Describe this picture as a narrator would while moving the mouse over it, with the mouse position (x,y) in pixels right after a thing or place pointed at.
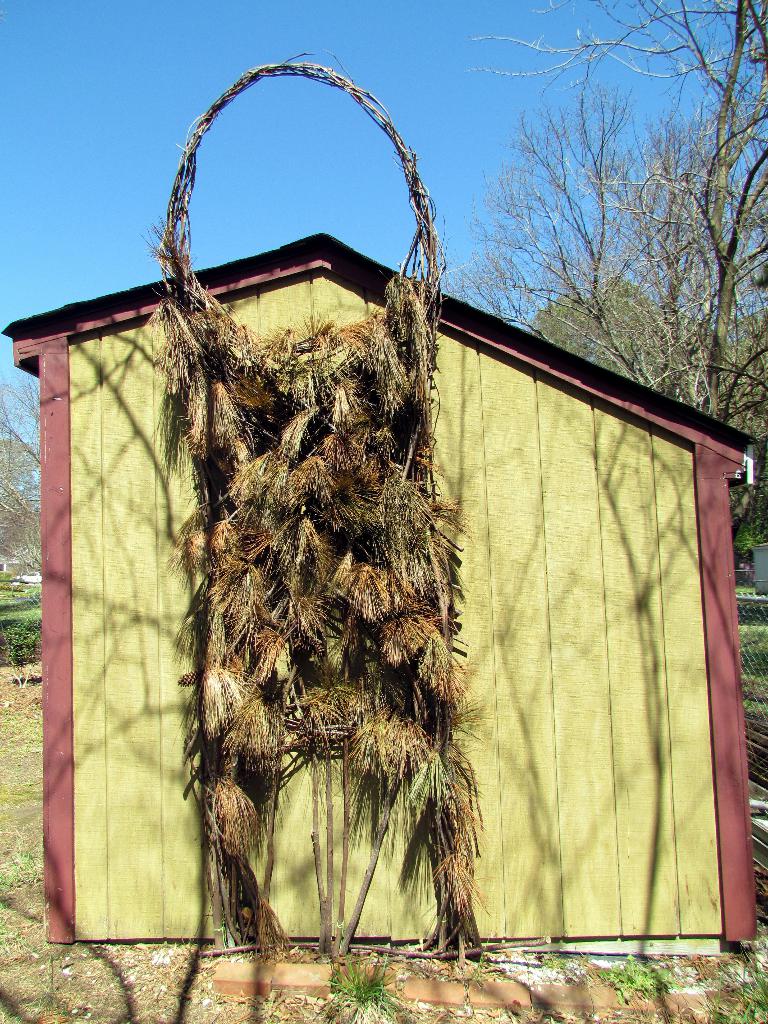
In this image there is a wooden house (444,447) and on the wooden house (438,439) there is a structure (275,580) with dry grass (291,566) is hanging, behind the house (142,334) there are trees (709,282) and the sky (400,49).
